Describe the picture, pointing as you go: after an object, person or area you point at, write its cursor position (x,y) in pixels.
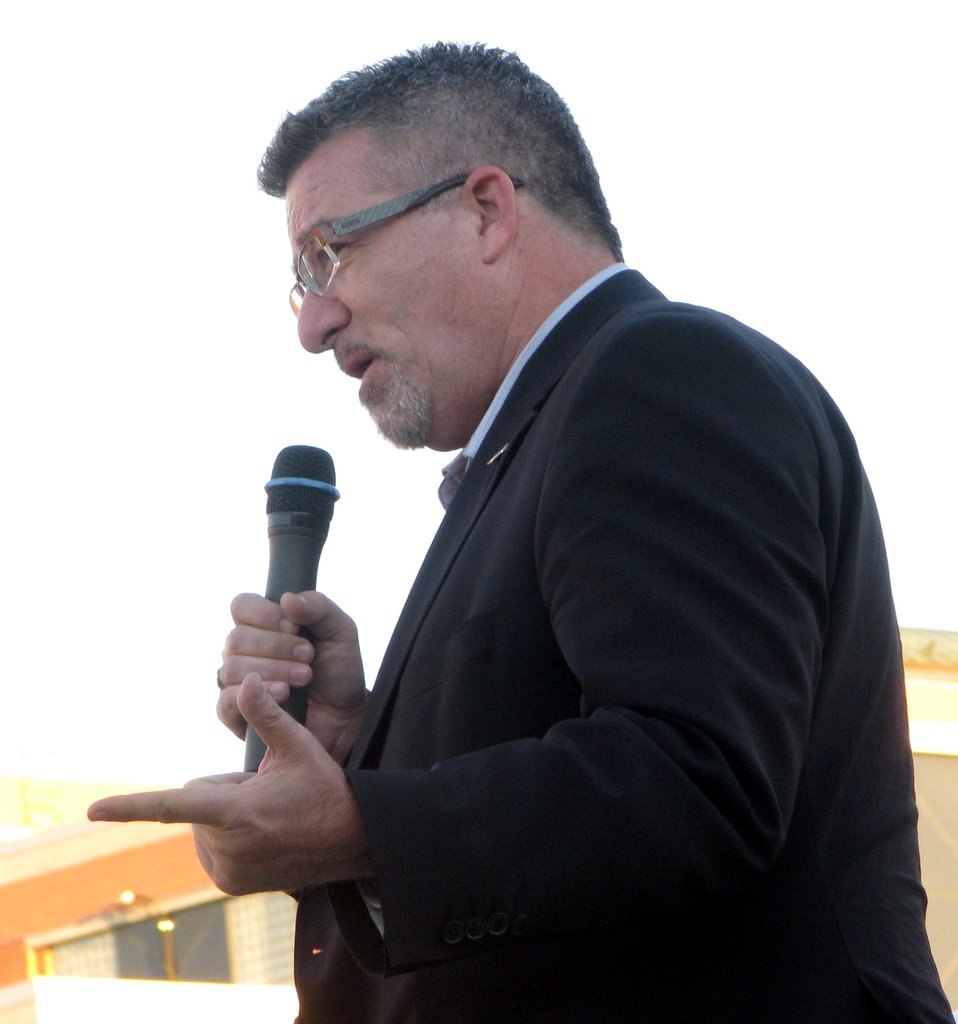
In this image we have a man (688,613) who is wearing a black suit (581,779) and holding a microphone (320,552) in his hands (313,704). The man (392,313) is wearing spectacle (327,241) and talking.
